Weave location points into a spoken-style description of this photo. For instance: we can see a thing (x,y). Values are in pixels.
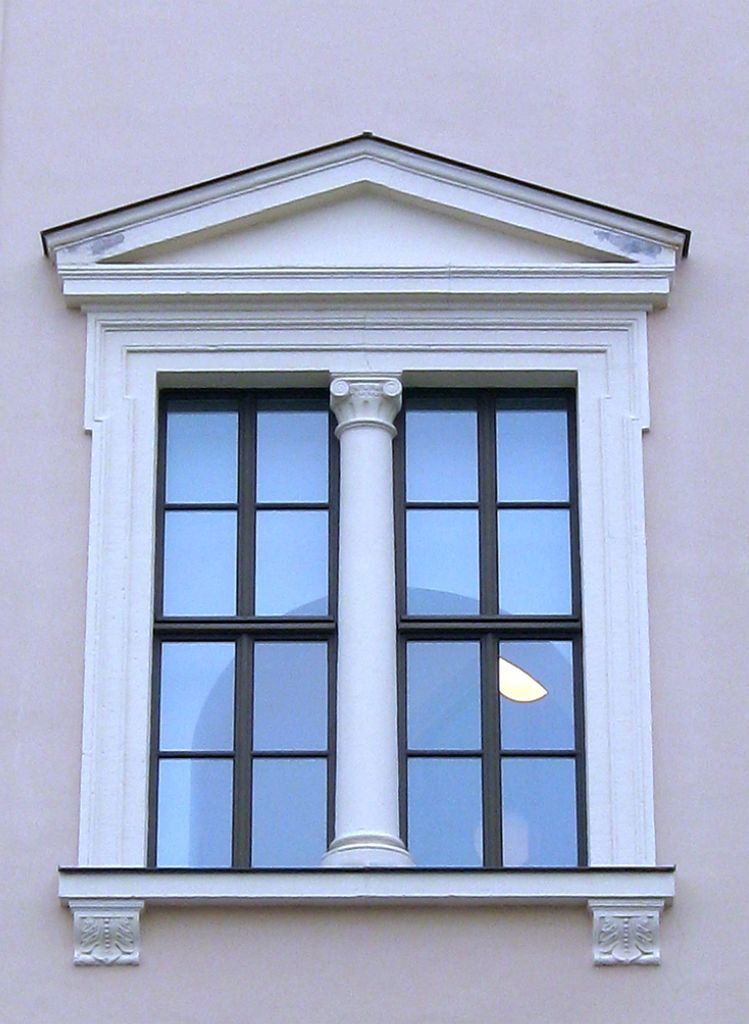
It is a window (472,683) and this is a wall (401,78).
